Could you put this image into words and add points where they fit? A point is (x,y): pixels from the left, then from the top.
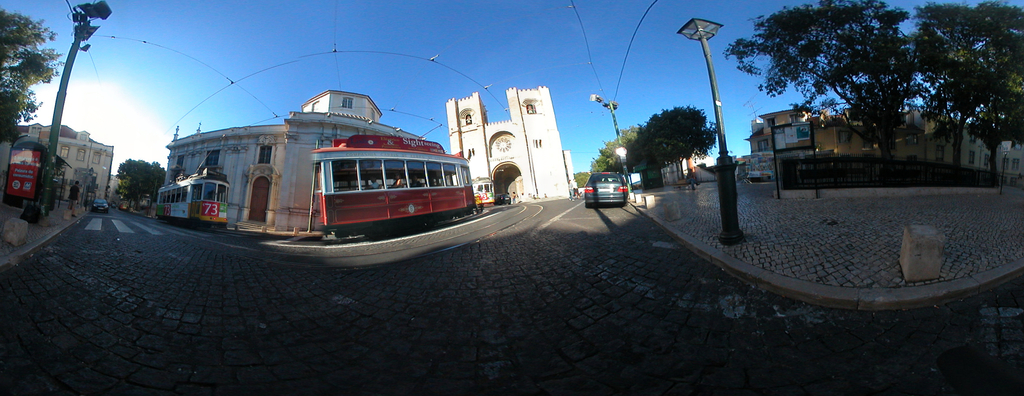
In this image we can see some cars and trams (358,212) on the road (425,305). We can also see some buildings (67,178) with windows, a pole (59,123), street lights (56,106), trees (8,15), a board (16,164), fence (785,181) and the sky (486,73).
